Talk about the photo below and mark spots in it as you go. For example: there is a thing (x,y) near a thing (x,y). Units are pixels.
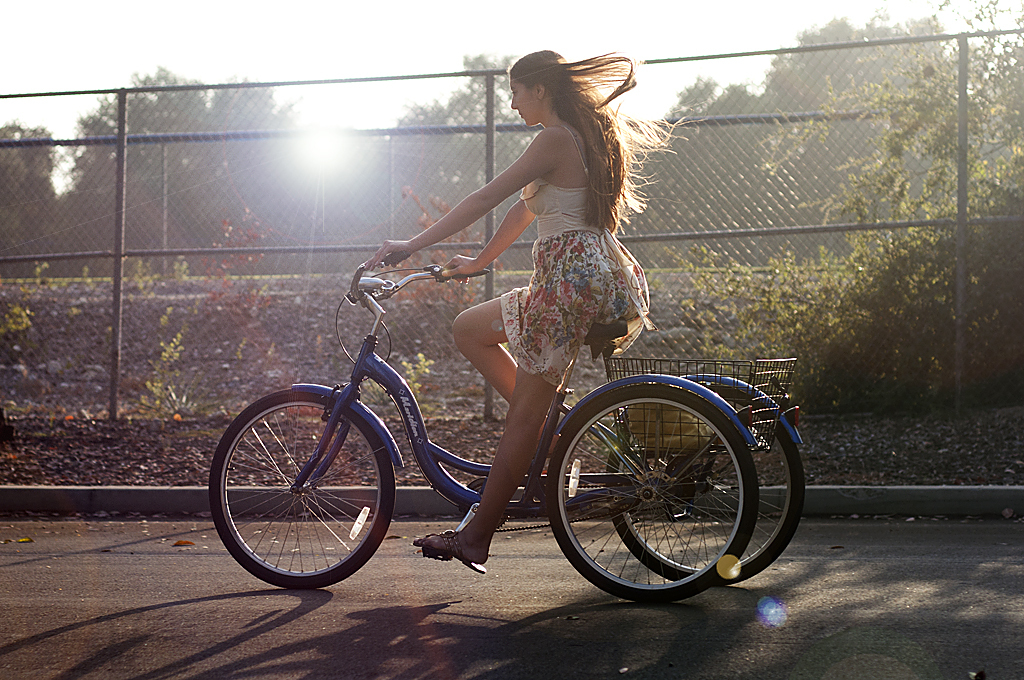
In this image i can see a woman (584,95) riding a bicycle (434,471). In the background (380,405) i can see a metal fence (153,228), trees (181,145), sky (244,14) and sun (302,141).
